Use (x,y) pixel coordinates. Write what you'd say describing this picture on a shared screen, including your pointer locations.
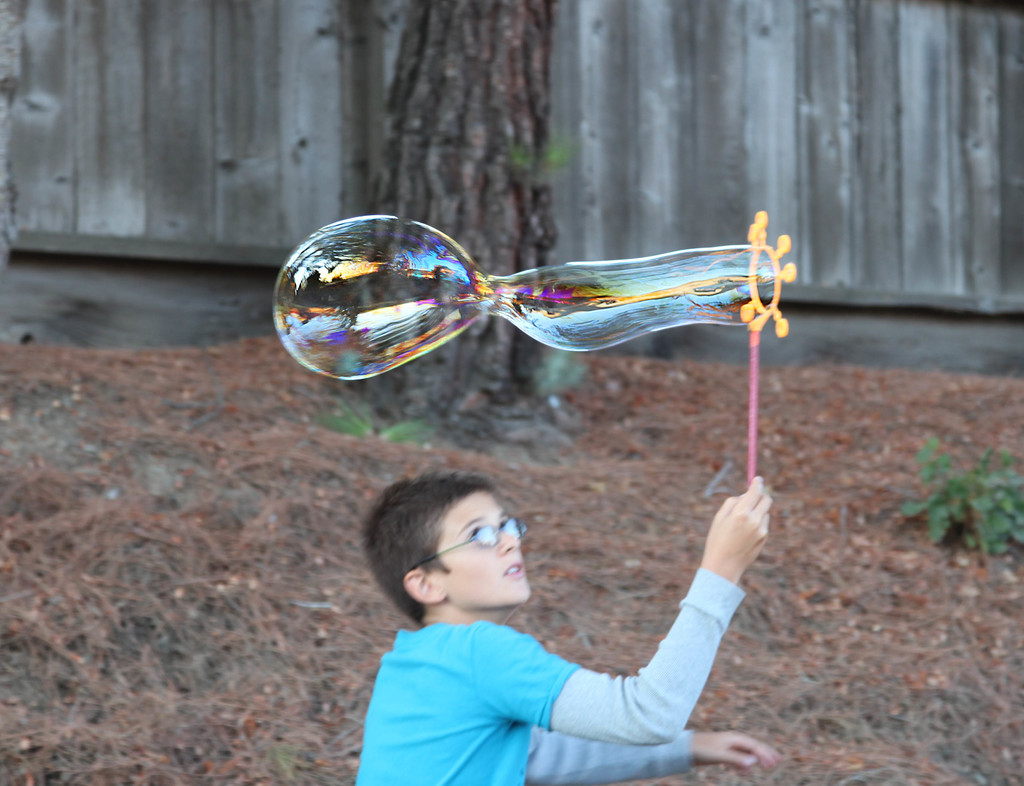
In this image I can see a person (657,757) standing and holding some object (754,465) which is in pink color and the person (442,781) is wearing blue color shirt (478,714). Background (1013,478) I can see a bubble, plants (1012,531) in green color, a trunk (496,213) and the wooden surface (768,44).
